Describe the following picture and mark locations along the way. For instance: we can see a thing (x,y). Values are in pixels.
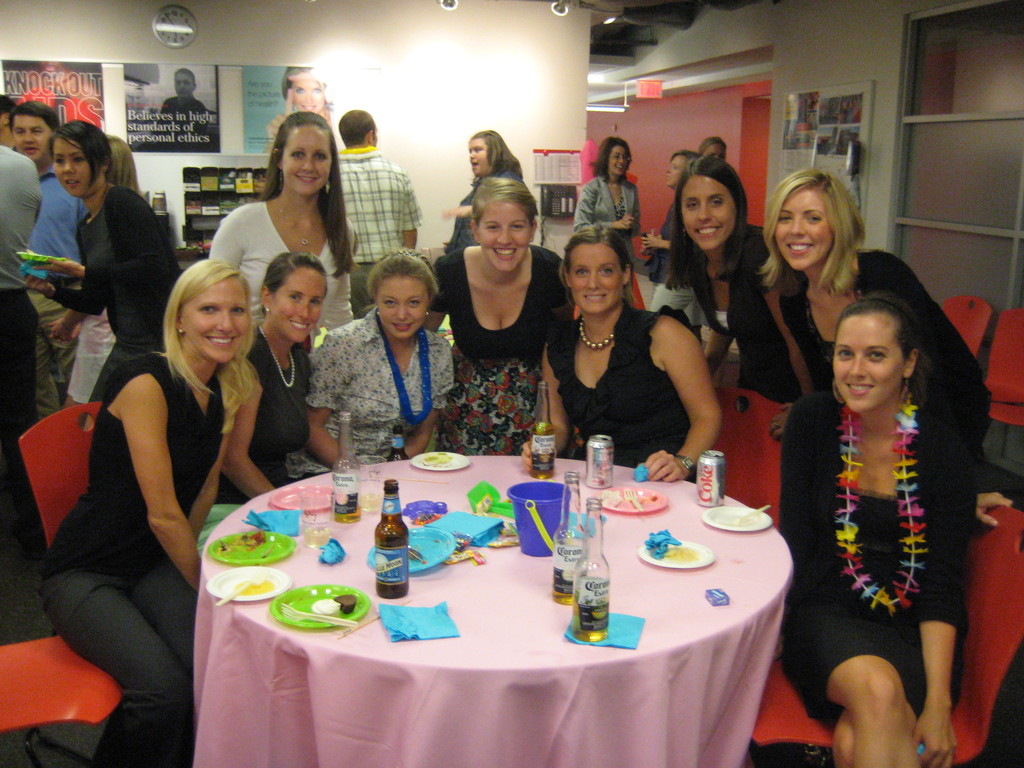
In this image we can see a few people (180,558), among them some people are standing and some people (179,544) are sitting on the chairs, in front (381,677) them, we can see a table (394,667) covered with the cloth (398,675), on the table (514,575), we can see some plates (289,578), bottles (571,480), tins (588,479) and some other objects (539,509), we can see some posters (35,83), a clock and some other objects (196,169) on the wall (481,40), at the top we can see the lights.
